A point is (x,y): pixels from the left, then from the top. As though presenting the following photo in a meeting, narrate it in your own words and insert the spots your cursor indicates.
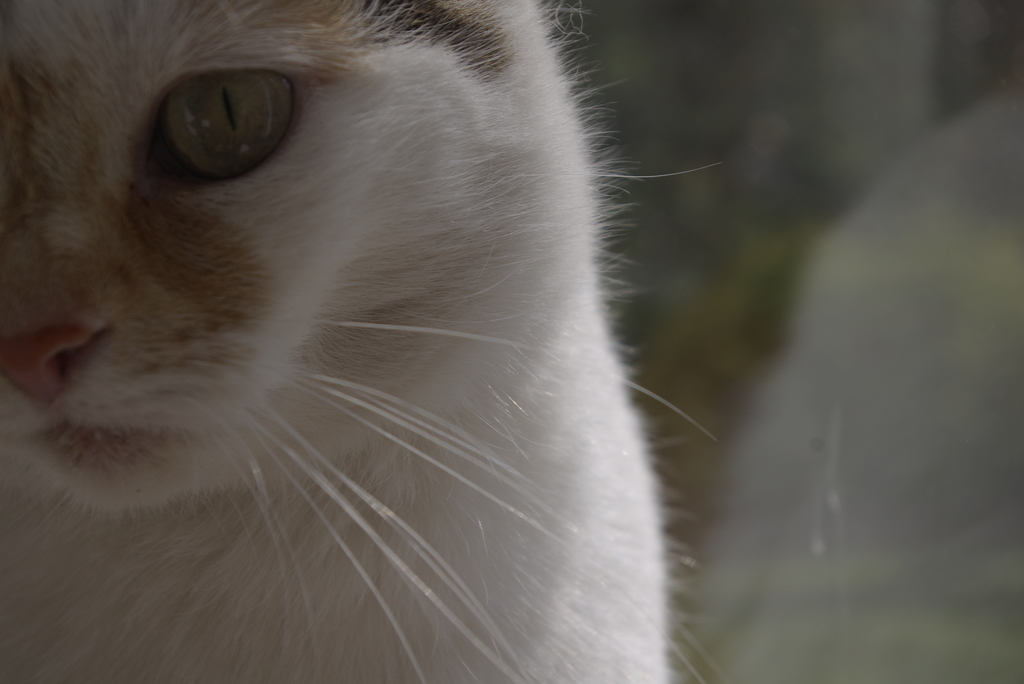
In this image we can see a cat (300,465) which is in white color.
